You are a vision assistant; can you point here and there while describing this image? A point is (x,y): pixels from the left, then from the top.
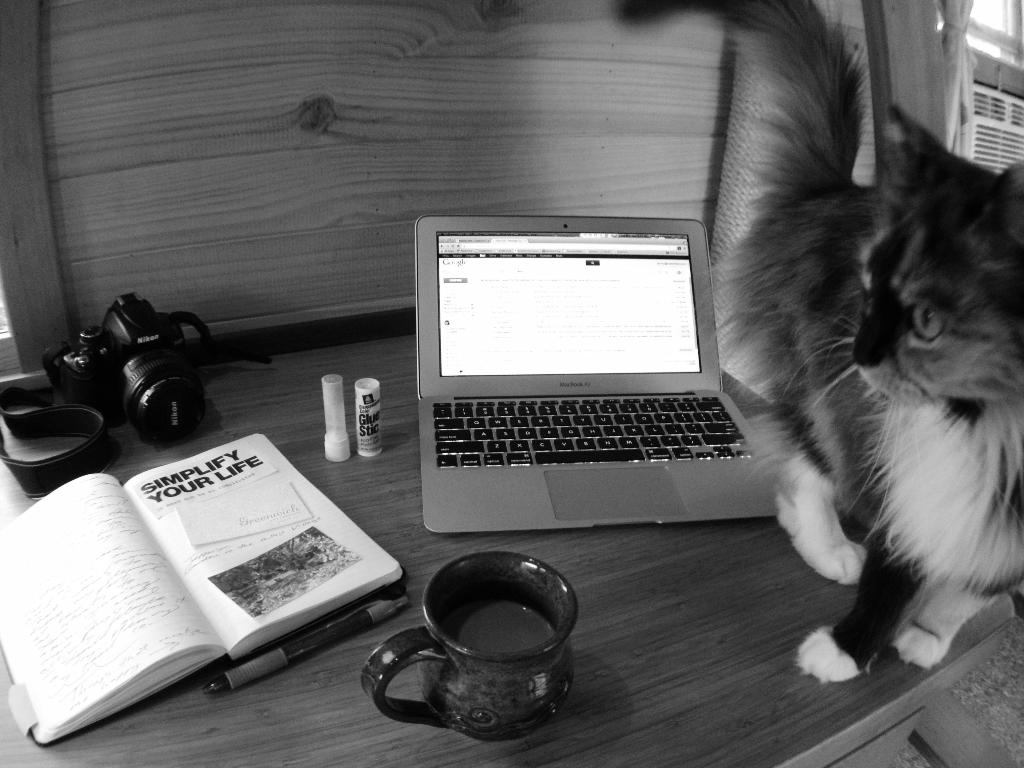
on the table (299,385) there is a laptop (519,278) camera (187,387) book (288,565) cup (559,591) and cat (971,319).
